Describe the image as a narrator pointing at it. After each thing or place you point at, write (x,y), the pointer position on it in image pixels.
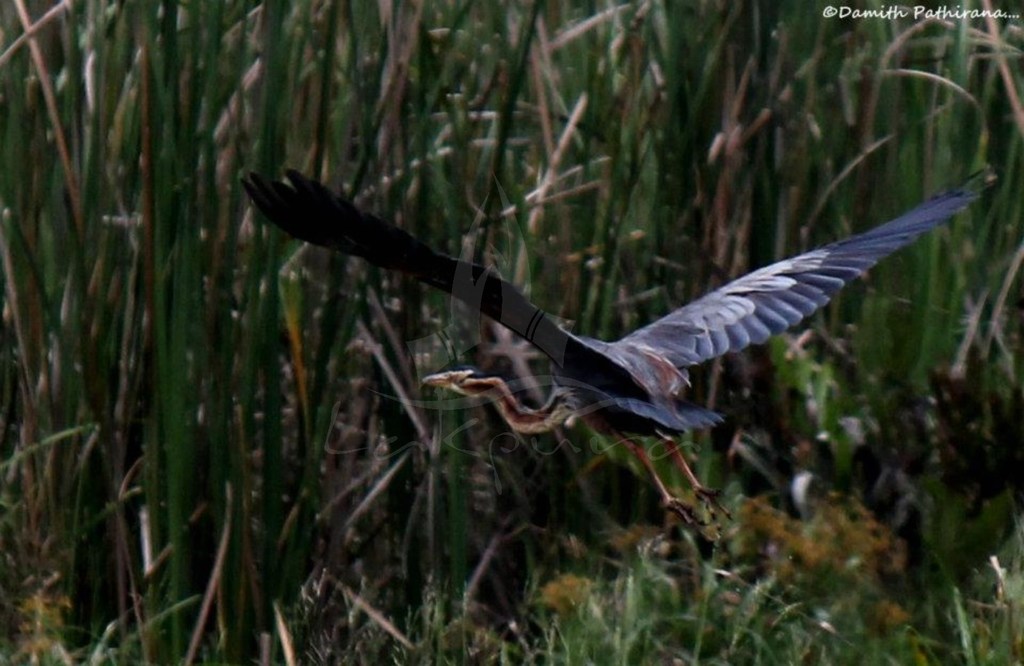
In the image a bird (315,208) is flying. Behind the bird (923,206) there is grass (287,130).
